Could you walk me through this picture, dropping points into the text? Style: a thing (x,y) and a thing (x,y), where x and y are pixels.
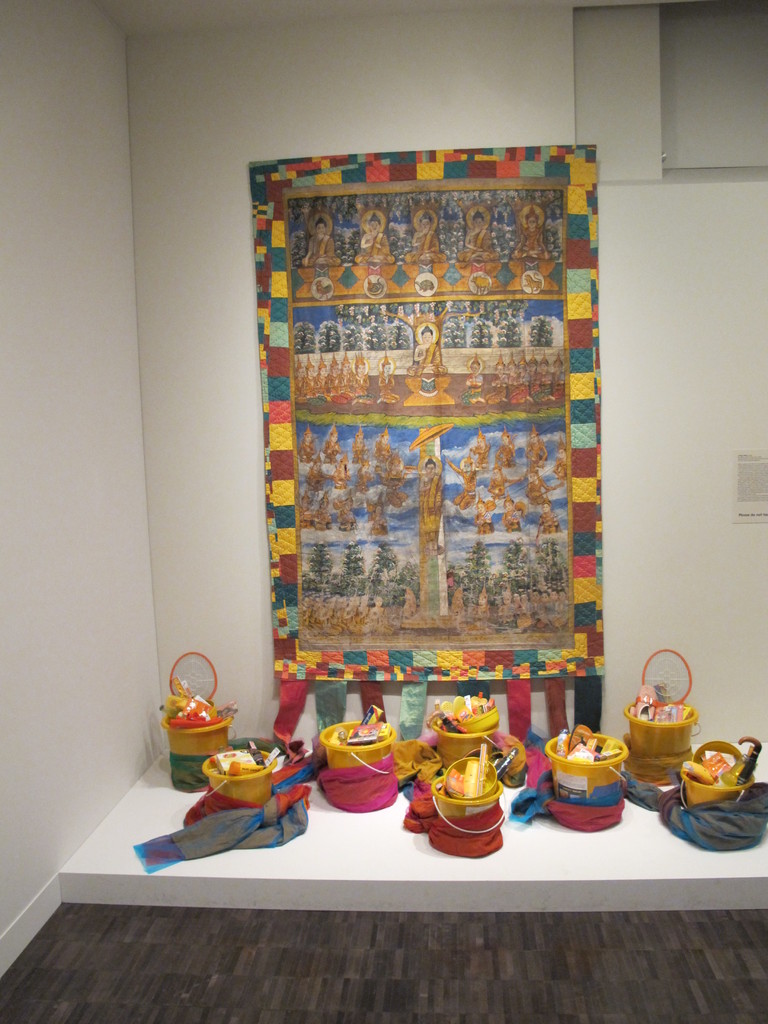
As we can see in the image there is a wall (76,461), buckets (251,782) and a frame (407,372).
